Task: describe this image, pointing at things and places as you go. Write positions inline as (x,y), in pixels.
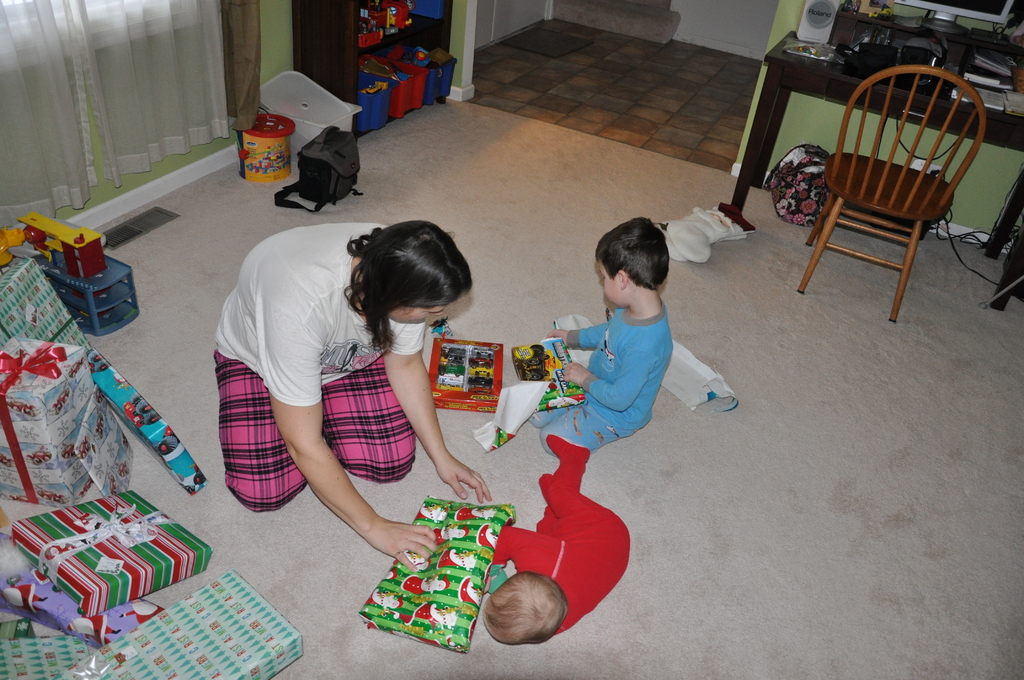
A lady (322,320) is playing with two children (574,442). There are stocking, toys (561,378) are on the floor (692,270). There are some gift packets (69,419) on the floor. In the side there is a curtain (136,97). There is a dustbin (273,157) near the curtain (135,55). A bag (322,158) is on the floor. There is a cupboard (327,29). Inside the cupboard (313,57) there are some items (411,63). There is a chair (854,155) and table (796,74) in the background (795,75). There are many items (923,51) kept on the table (832,79).
